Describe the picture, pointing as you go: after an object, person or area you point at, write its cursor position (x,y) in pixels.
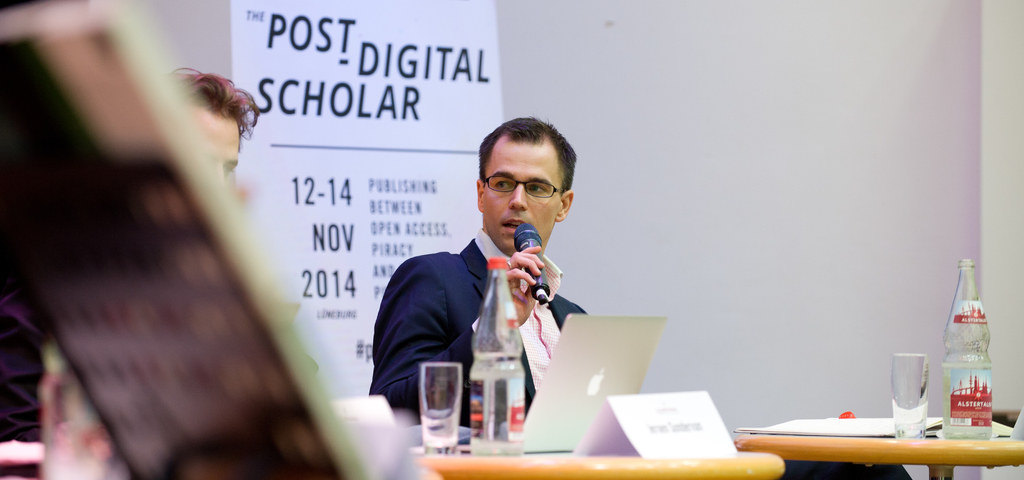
In this image in the front (554,400) there is bottle (501,397) on the table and there is a laptop (539,403), glass (438,404) and there is a paper (679,433) with some text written on it. On the right side (911,433) there is glass (919,407), bottle (971,423) and there are papers (886,427) on the table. In the center (436,303) there is a man (468,301) sitting and holding a mic (518,245) and speaking and on the left side (218,150) there is the head (215,134) of the person (216,132) visible. In the background (418,123) there is a banner (321,154) with some text (339,181) written on it which is white in colour.
